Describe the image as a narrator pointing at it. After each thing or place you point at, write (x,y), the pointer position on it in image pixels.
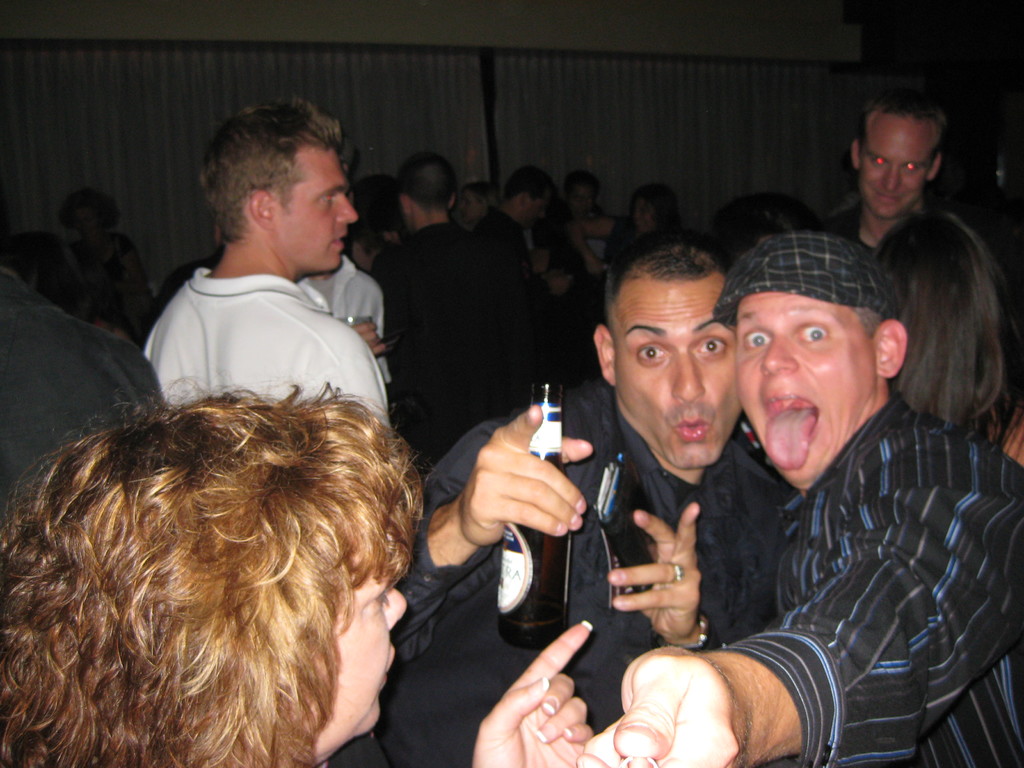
On the right (774,646) there is a man (880,373) who is wearing cap (856,288) and shirt (865,532). He is standing near to the man (720,455) who is holding beer bottle (518,612). At the bottom left (323,570) there is a woman (100,651). In the background (867,167) we can see the group of persons (570,217) standing near to the cloth (145,132). On the top right (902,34) there is a man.
